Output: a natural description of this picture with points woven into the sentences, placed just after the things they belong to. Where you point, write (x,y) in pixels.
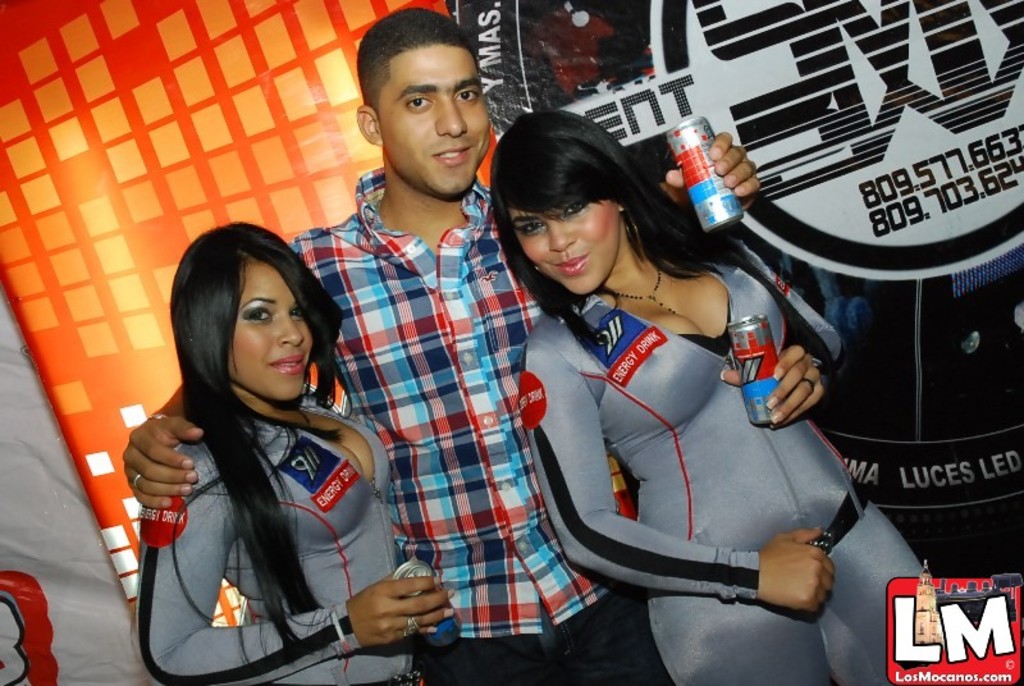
In the foreground of the picture (519,360) there are two women (338,532) and a man (403,476) holding tins (770,423). At the bottom right corner (953,618) there is logo (931,654). In the background (860,41) we can see banner (201,149).
